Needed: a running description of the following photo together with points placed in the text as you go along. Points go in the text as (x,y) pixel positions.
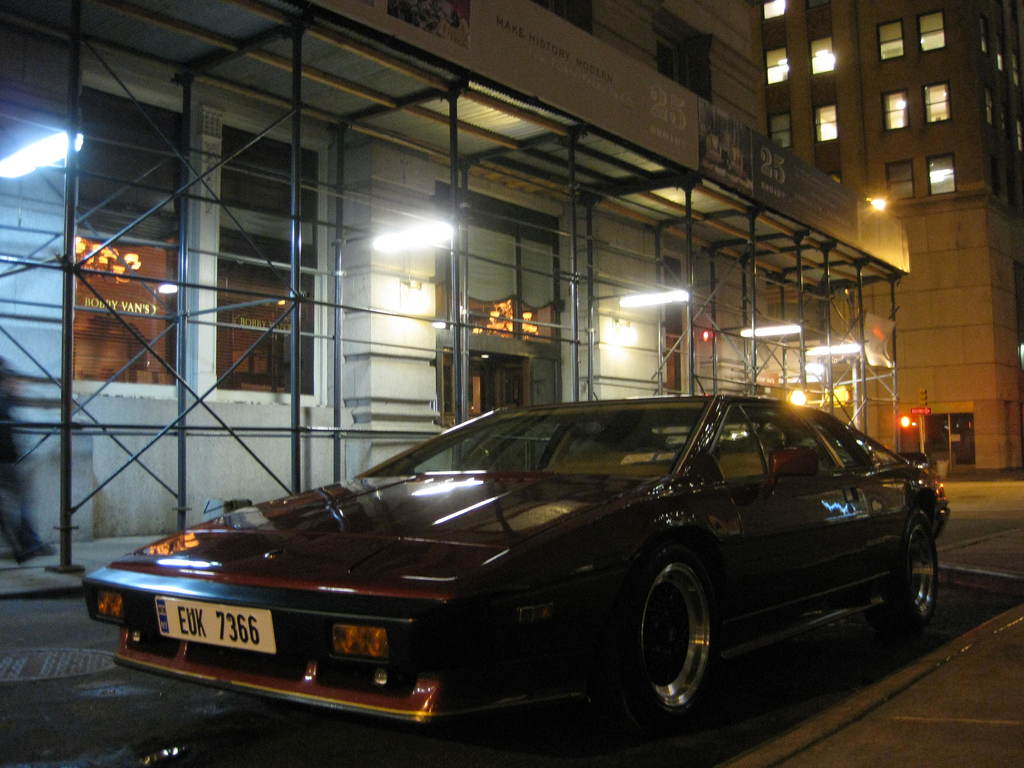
In this image in the center (503,497) there is one car (872,464), in the background (604,168) there are some buildings (972,92) and lights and we could see some poles (923,447) and at the bottom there is a walkway (24,575).
